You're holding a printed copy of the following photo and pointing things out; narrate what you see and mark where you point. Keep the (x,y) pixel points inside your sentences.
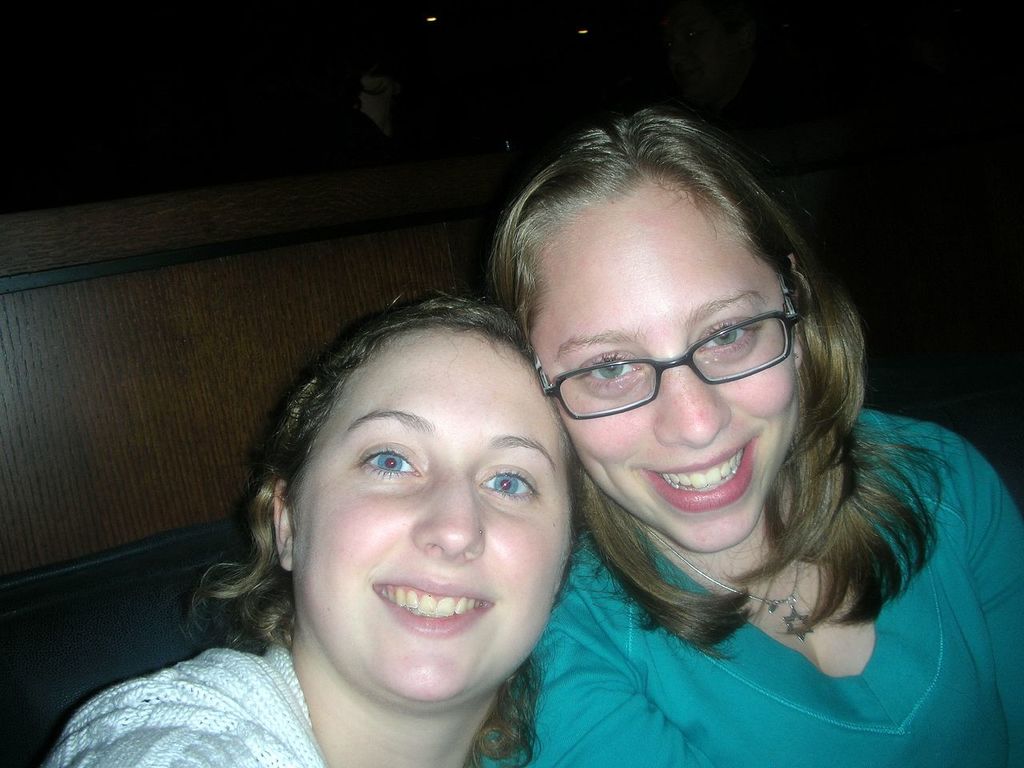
As we can see in the image in the front (762,563) there are two people (542,588) sitting. The woman (881,411) on the right side (856,378) is wearing sky blue color dress (1023,659) and spectacles (703,350). The woman (464,419) on the left side (338,576) is wearing white color dress (246,708). The background (234,33) is dark.
